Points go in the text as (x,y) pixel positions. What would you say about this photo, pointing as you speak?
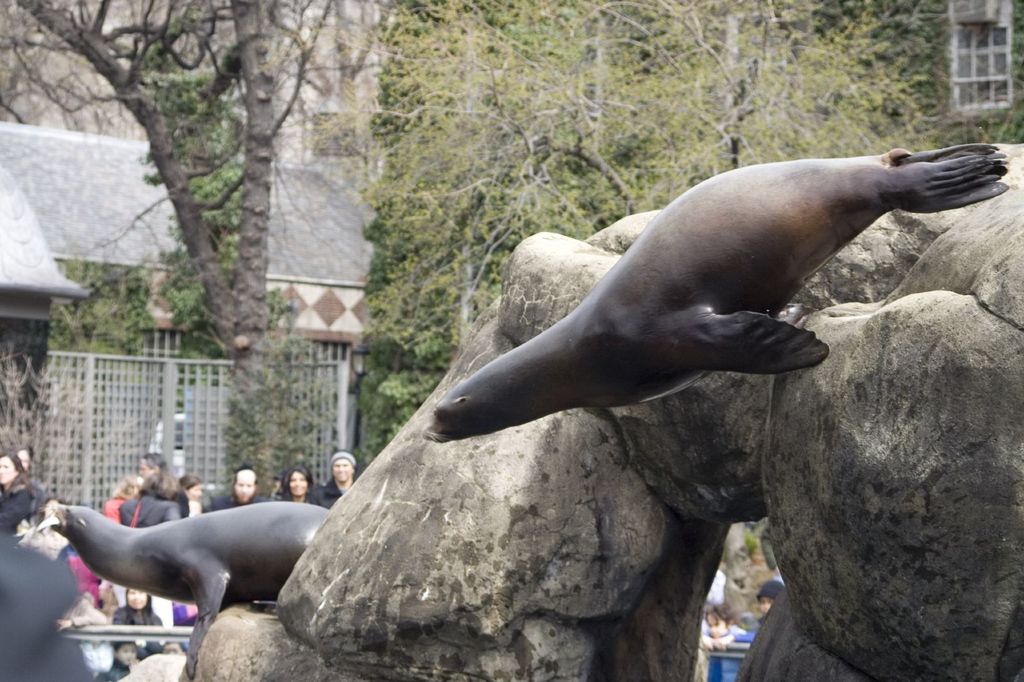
In this image, this looks like a seal (598,332) jumping. These are the rocks (752,446). There are groups of people (144,500) standing. I can see another seal (146,545) on the rock (266,630). This looks like a building (319,250). I think this is a gate (139,419). These are the trees (548,112) with branches (791,104) and leaves (399,129).
